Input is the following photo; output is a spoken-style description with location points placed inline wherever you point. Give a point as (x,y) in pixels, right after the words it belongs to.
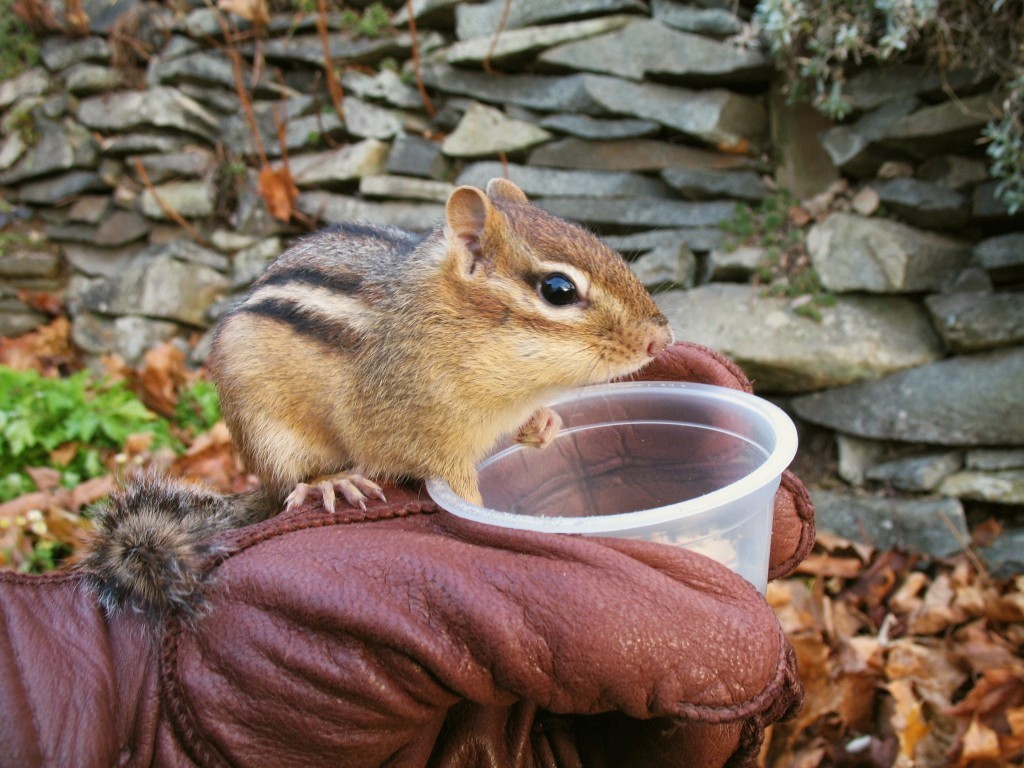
In this image there is a person (550,548) holding a glass (714,545) and on the hand (401,528) the person (364,525) there is a squirrel (413,391). In the background (380,150) there are stones (207,322), leaves (135,424) and there are dry leaves (946,672).
